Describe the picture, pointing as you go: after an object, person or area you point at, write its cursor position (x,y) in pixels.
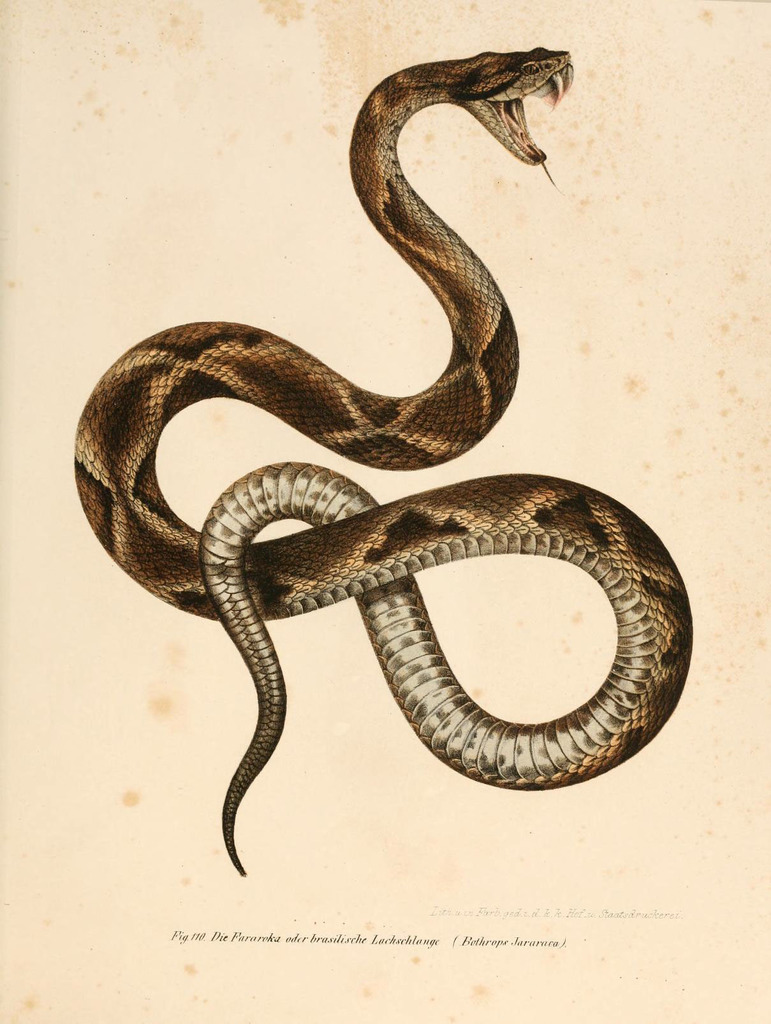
In this image we can see the picture of a snake (537,518). On the bottom of the image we can see some text (447,941).
